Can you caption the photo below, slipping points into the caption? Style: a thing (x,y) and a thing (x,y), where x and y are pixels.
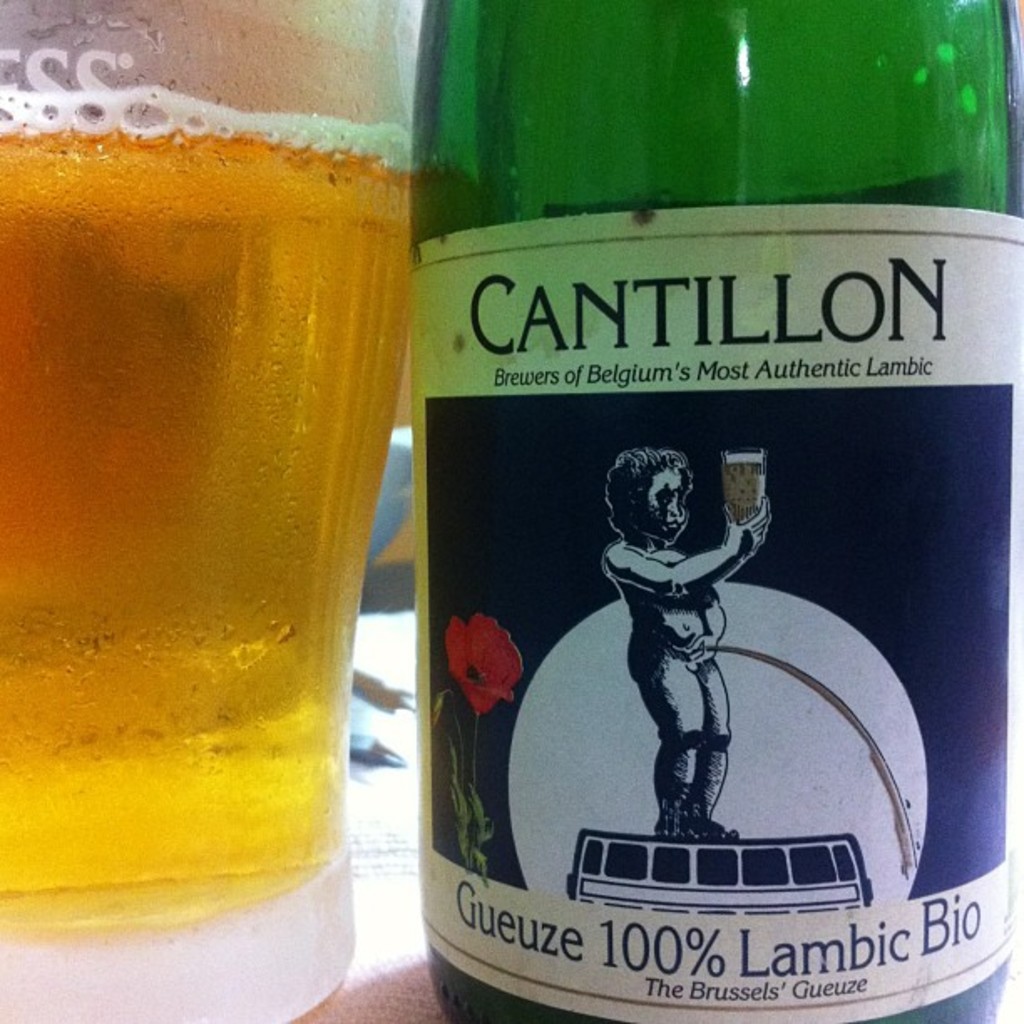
There is a bottle (683,420) with a label (728,503) on it. Also a glass (185,350) with beer (179,403) is kept on a table (387,791).
